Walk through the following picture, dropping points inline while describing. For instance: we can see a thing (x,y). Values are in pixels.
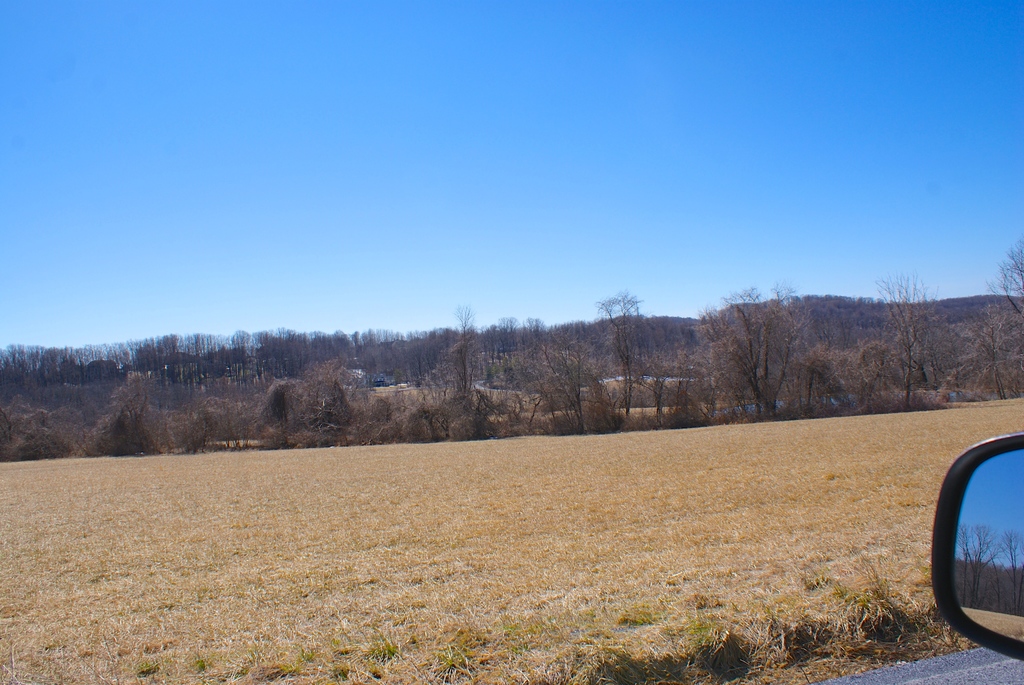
This is mirror (1005,557), these are trees (673,393) and plants (615,535), this is sky (406,213).
